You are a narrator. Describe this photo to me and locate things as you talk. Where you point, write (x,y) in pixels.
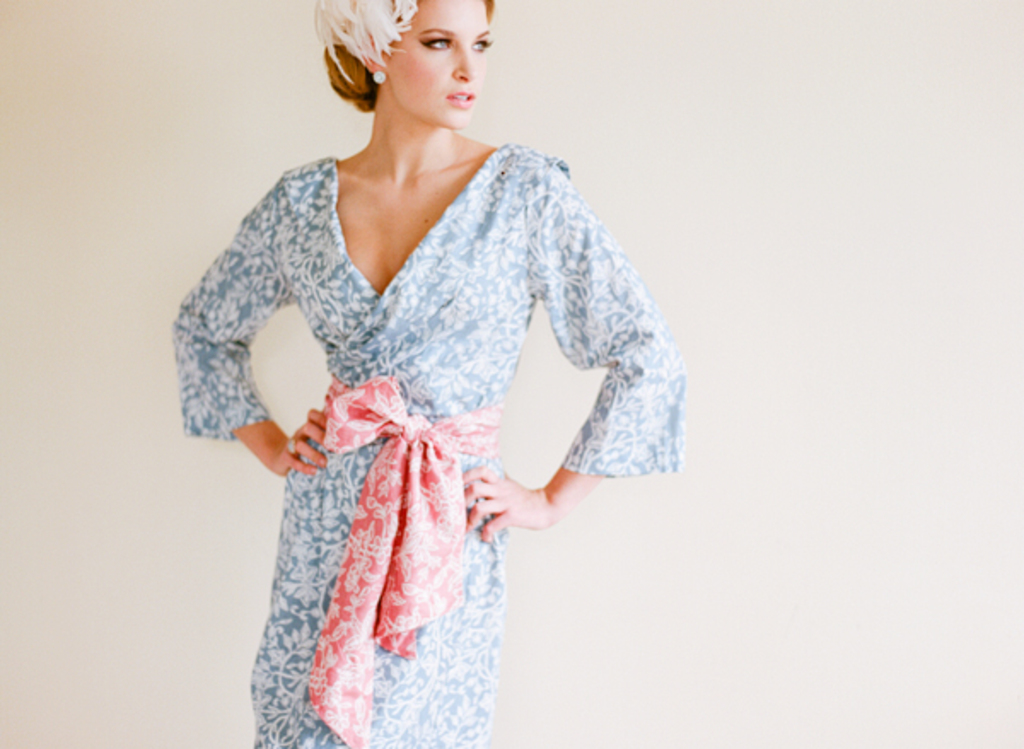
In this image we can see a woman (400,484) standing. On the backside (635,213) we can see a wall (629,231).
